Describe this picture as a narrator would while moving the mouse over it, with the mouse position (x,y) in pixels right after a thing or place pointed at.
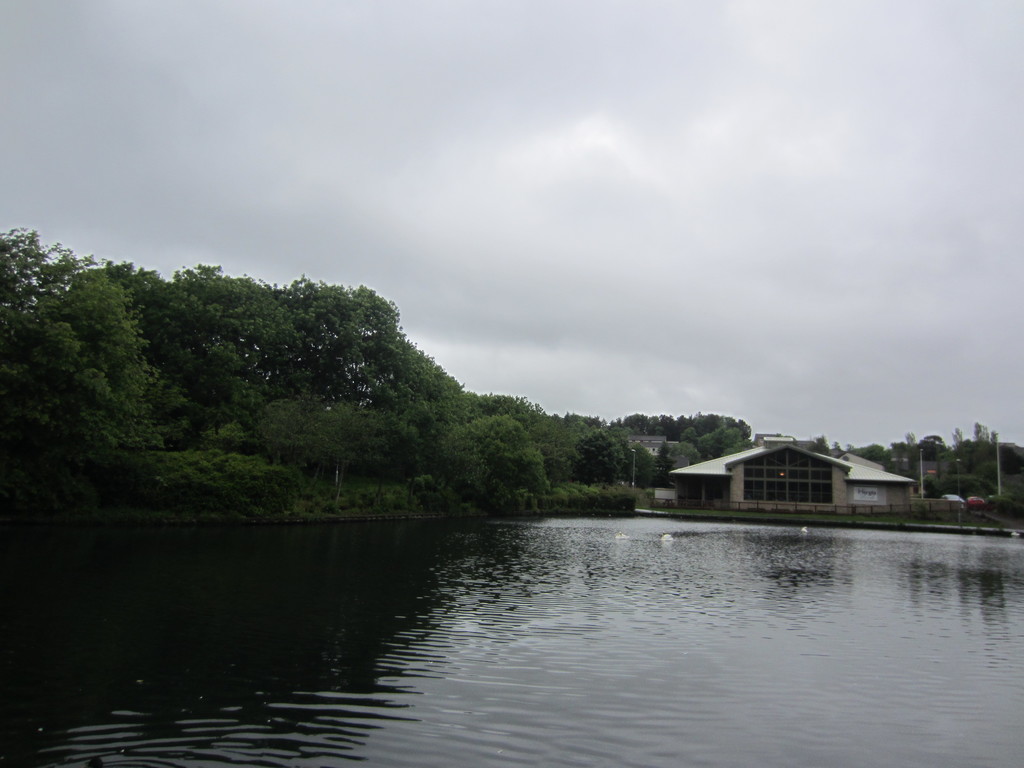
This image is clicked outside. In the front (2,354), there are many trees (973,456) and a house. At the bottom (650,636), there is water (666,618). At the top (542,166), there are clouds (646,151) in the sky (671,170).
